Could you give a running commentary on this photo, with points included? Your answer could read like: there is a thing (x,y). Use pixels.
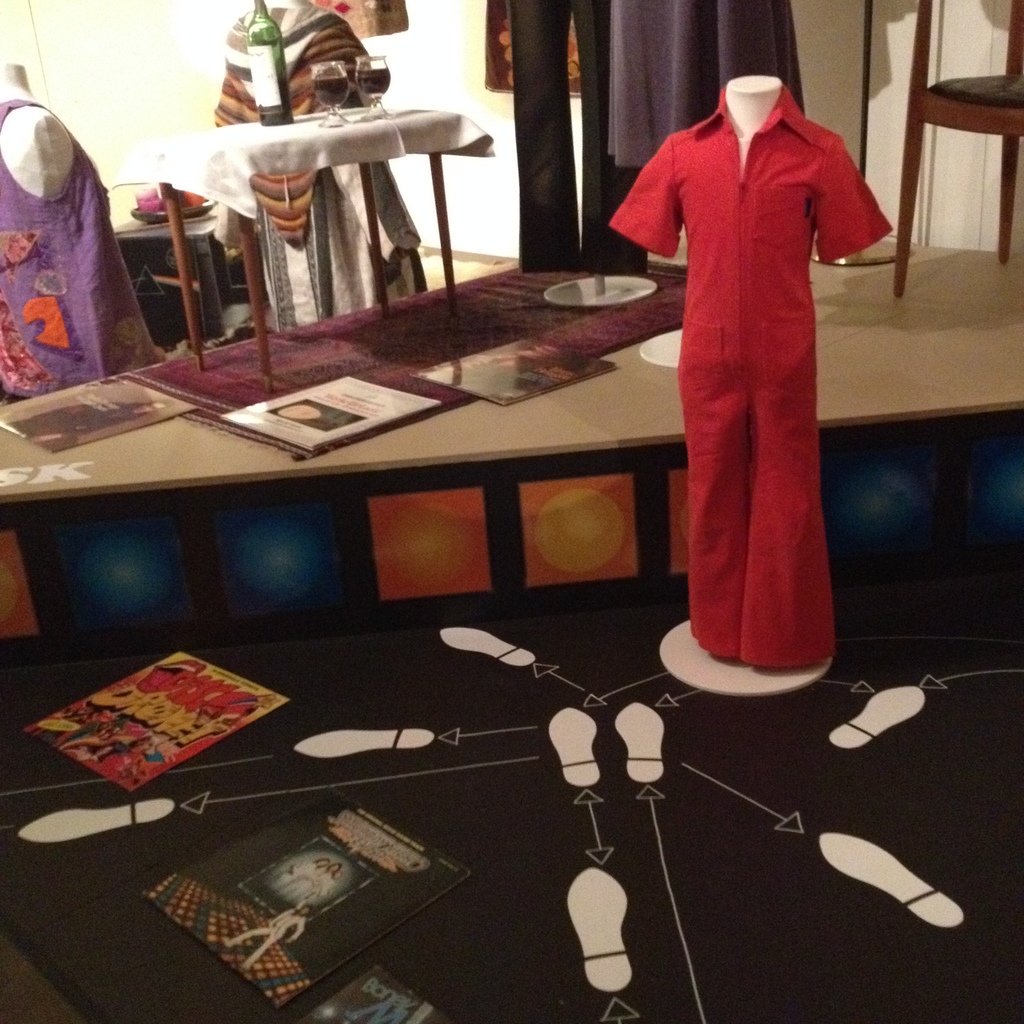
There are three mannequin (734,362) in the image. In the right hand side (768,277) the mannequin (759,294) is wearing a red dress (740,360). On the left top corner (62,292) the mannequin (74,281) is wearing a violet dress (81,254), beside it the mannequin (343,222) is wearing a white dress (338,204). In front of the mannequin (296,111) there is a table (244,146). The table (234,157) is having a tablecloth (235,190). On the table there is bottle (282,94) and two glasses (346,72) filled with wine (328,80). Under the table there is a mat (415,326). Some books (338,407) are on the mat (478,319). There are dresses (550,97). In the right top corner (926,104) there is a chair (935,121). There are few more books (328,938) on the floor (210,781).
